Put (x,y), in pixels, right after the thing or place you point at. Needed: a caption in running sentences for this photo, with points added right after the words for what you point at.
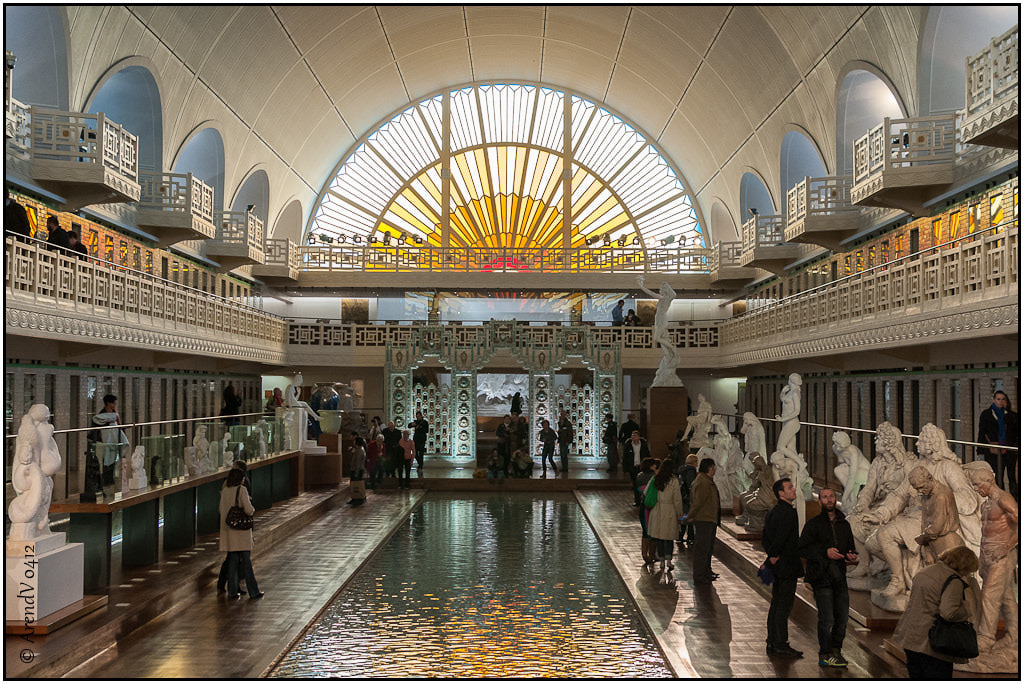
In the pictures I can see the statues (33,466) on the left side (33,498) and the right side (909,548) as well. I can see a few people (774,595) standing on the floor (851,665) and they are looking at the statues (883,474). I can see the water pool (573,559) at the bottom of the picture (540,617). I can see the arch design construction (749,178) on the left side (215,107) and the right side (879,92) as well. In the background (533,176), I can see the design glass window (524,230). I can see a few people (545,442) sitting on the side of the water pool (538,630).
